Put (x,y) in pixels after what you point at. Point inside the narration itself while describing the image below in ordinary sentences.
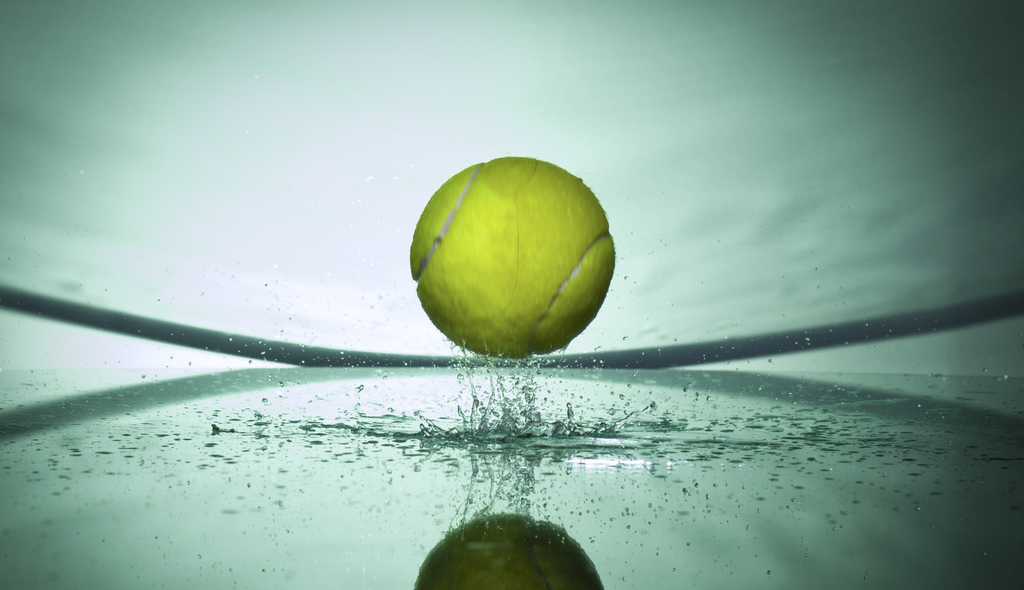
We can see yellow ball (514,182) and we can see water (436,382). Background (375,167) it is white.
